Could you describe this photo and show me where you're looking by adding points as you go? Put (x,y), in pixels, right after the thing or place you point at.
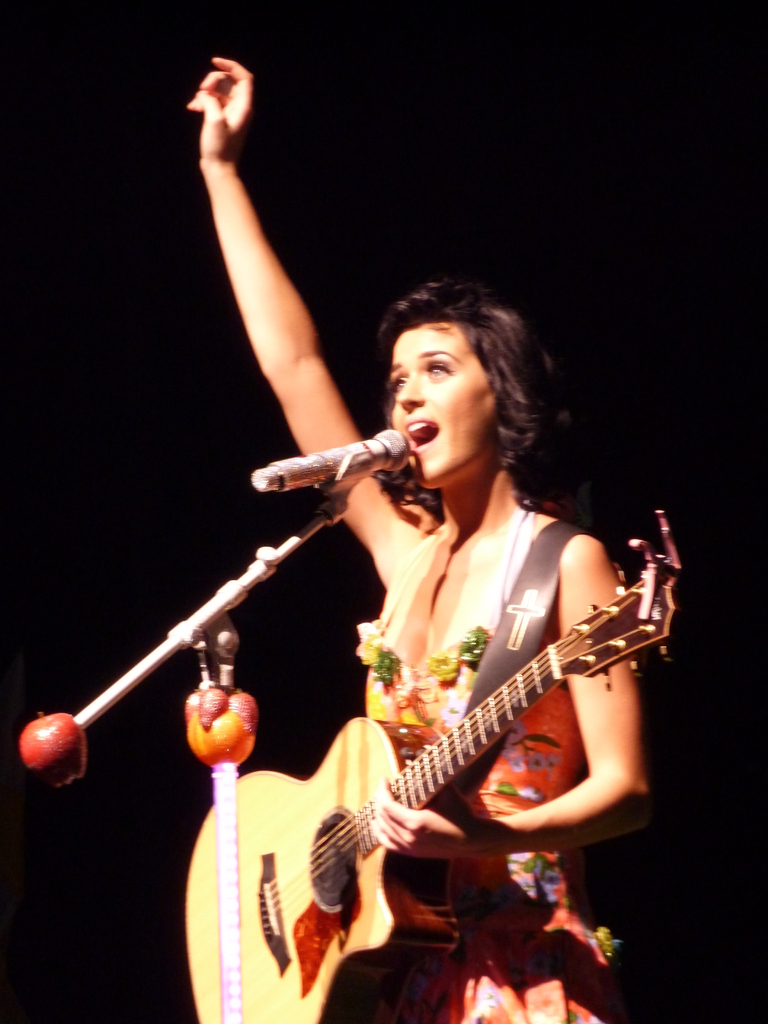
In this image there is a lady (539,485) standing and holding a guitar (303,919) in her hand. She is singing a song. There is a mic (407,458) placed before her.
